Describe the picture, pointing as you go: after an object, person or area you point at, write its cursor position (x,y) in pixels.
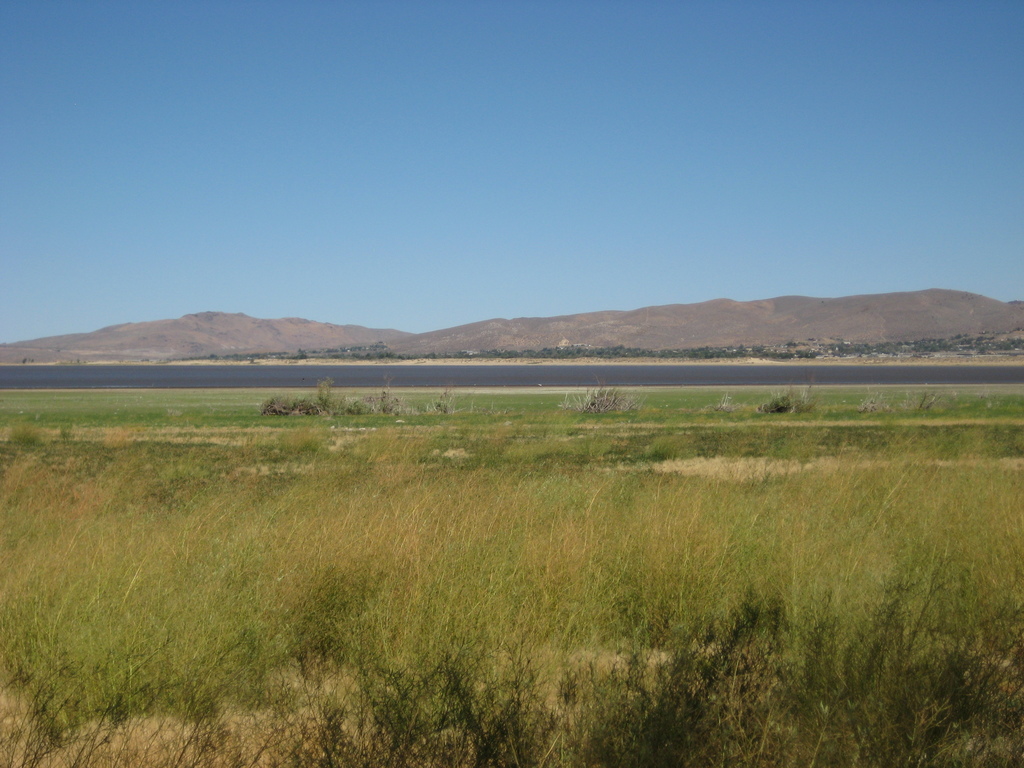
In the foreground of the image (607,550) we can see group of plants (306,550). In the background (542,382), we can see water (516,381) and mountains (184,346) and the sky (417,267).
